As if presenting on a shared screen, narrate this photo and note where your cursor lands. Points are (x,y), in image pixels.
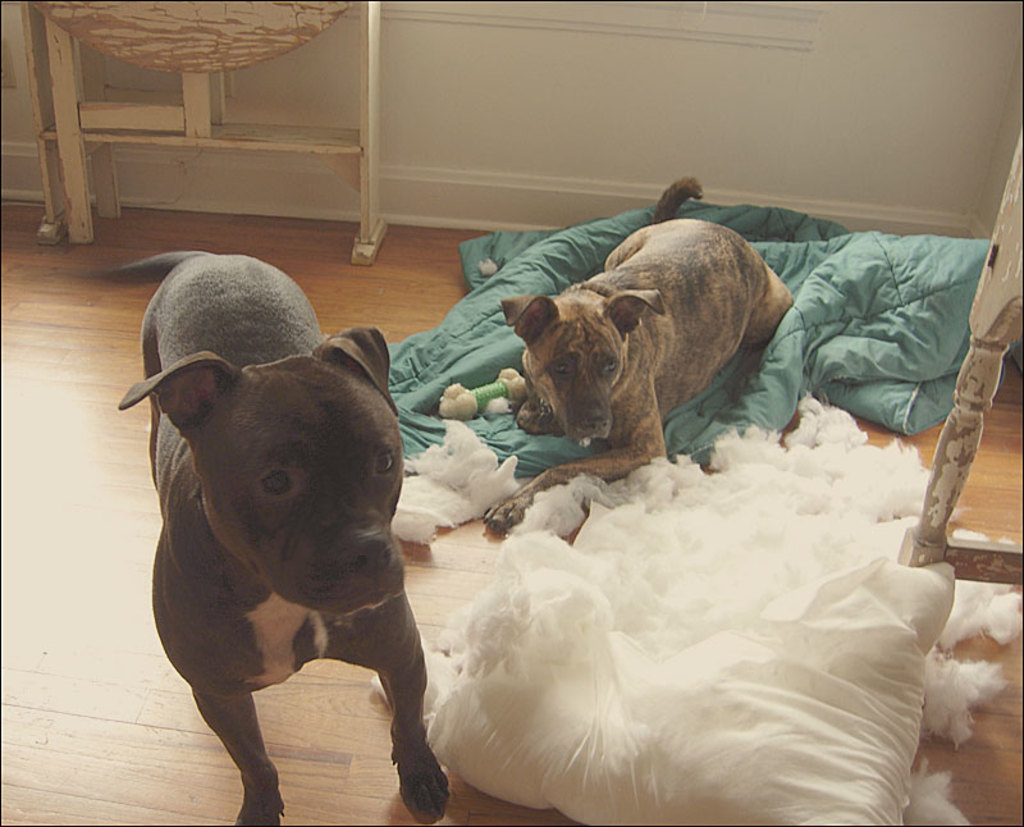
In this image we can see two dogs (393,568), among them one dog (690,362) is on the clothes (721,374), also we can see some cotton (843,511) and other objects (918,536), in the background (649,197), we can see the wall (735,141).
